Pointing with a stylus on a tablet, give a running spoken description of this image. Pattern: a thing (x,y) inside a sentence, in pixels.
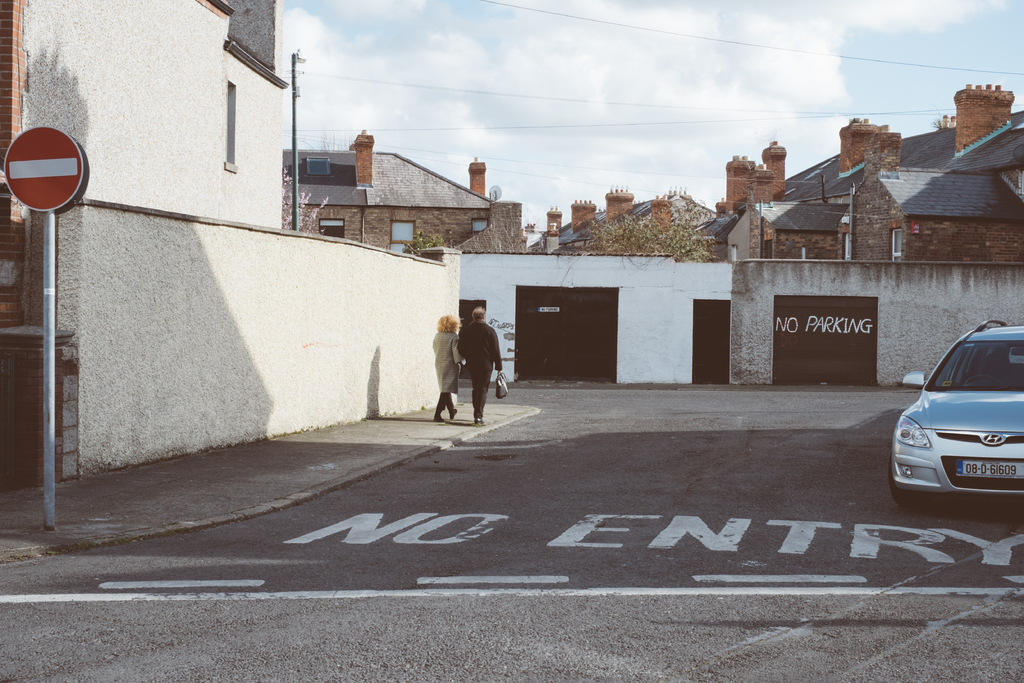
In this image we can see some houses (826,253) with roof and windows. We can also see a car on the road (631,577), a man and a woman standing on the footpath (361,461), a board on a wall (765,349) with some text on it, some trees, a pole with some wires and the sky (664,85) which looks cloudy. On the left side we can see a signboard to a pole (51,439).
